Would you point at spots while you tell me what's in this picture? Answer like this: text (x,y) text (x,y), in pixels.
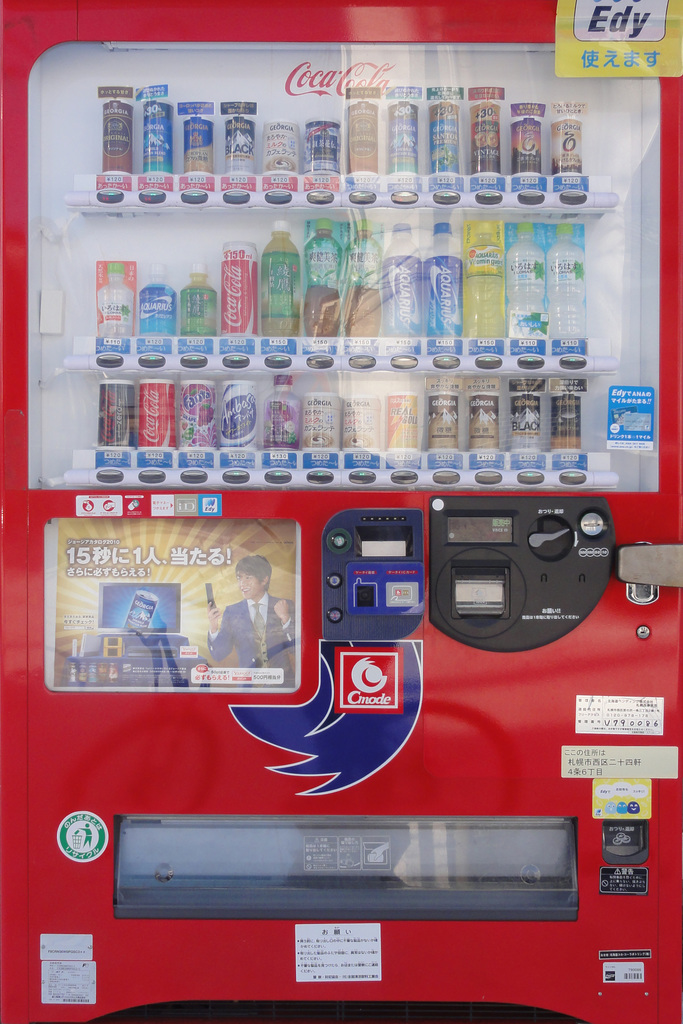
In this image we can see a vending machine (301,425) with tins (112,392) in it.
